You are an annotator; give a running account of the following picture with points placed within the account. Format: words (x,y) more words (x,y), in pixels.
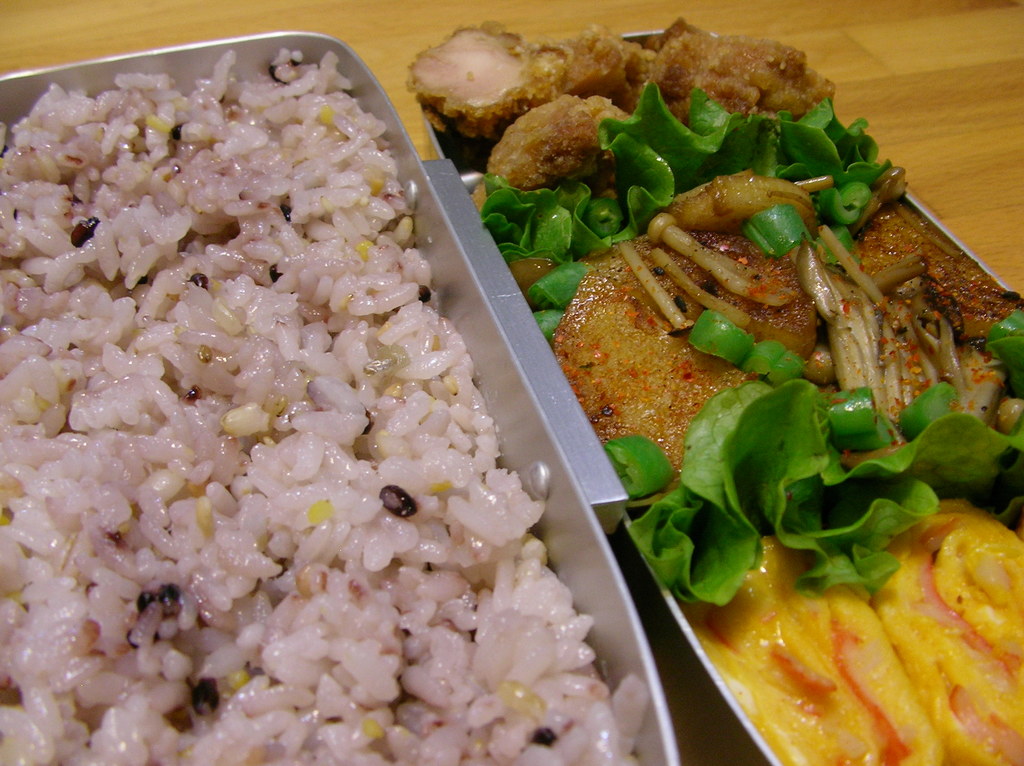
In the picture we can see a wooden plank (1021,107) on it, we can see two trays (537,409), in one tray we can see boiled rice (439,404) and in second tray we can see some fried chicken (487,83) with some vegetable garnish (753,419) on it.
